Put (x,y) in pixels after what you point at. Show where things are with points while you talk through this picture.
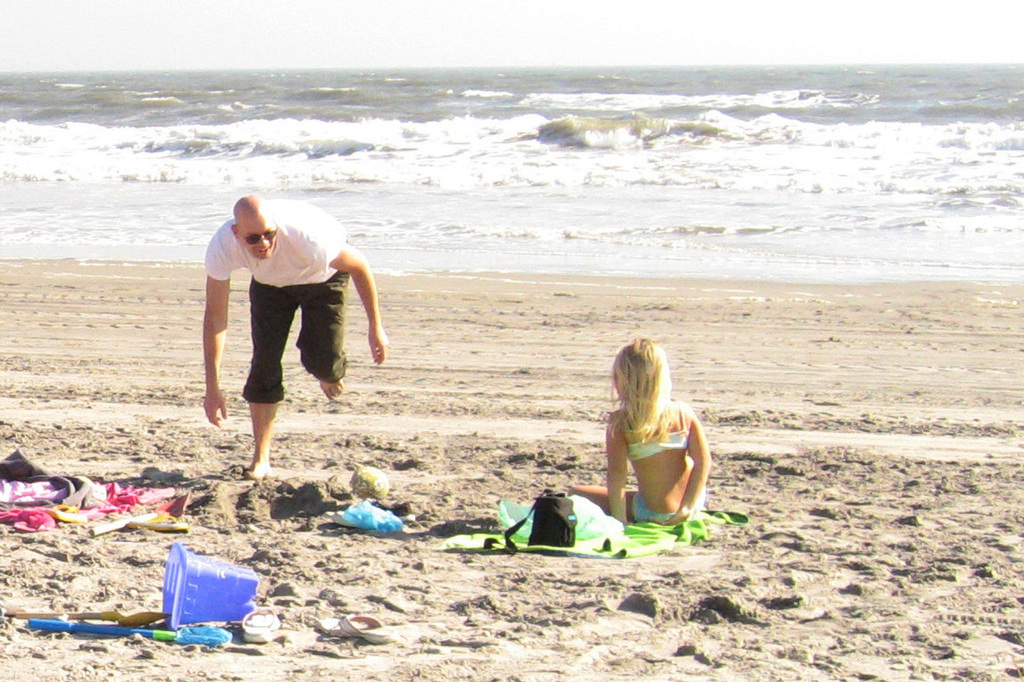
In this image, we can see persons (342,260) and things (634,541) in the beach (515,481). There is a sky (483,40) at the top of the image (492,40).
